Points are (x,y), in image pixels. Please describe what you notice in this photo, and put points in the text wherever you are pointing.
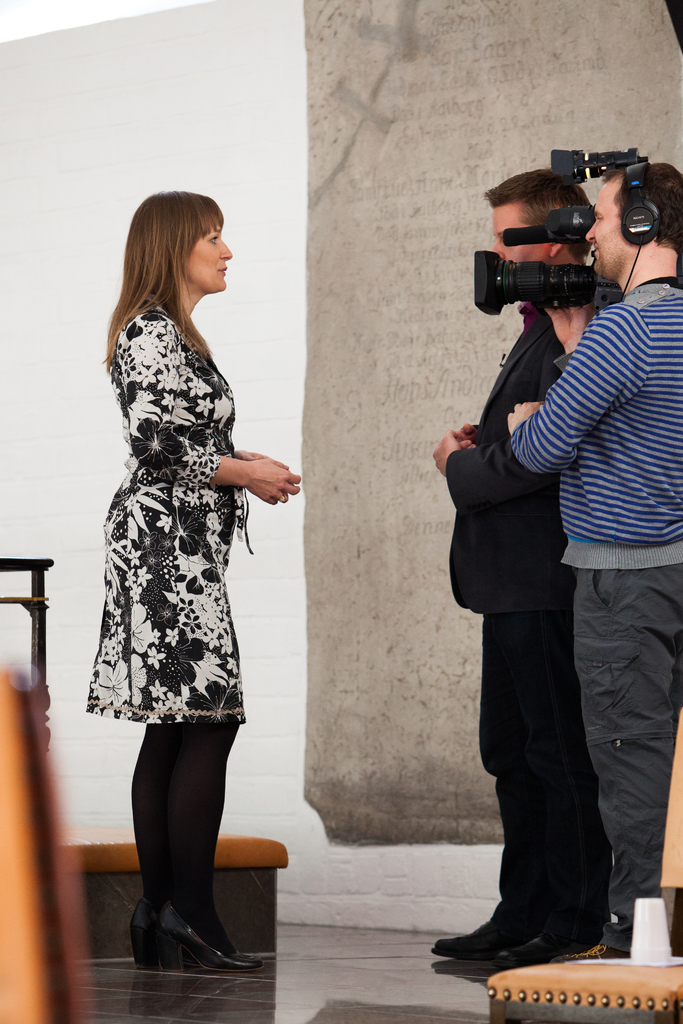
In this image we can see three persons (240,452). A person (651,327) is holding a camera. There are few chairs (666,979) in the image. There is a wall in the image. There is a memorial stone wording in the image.
